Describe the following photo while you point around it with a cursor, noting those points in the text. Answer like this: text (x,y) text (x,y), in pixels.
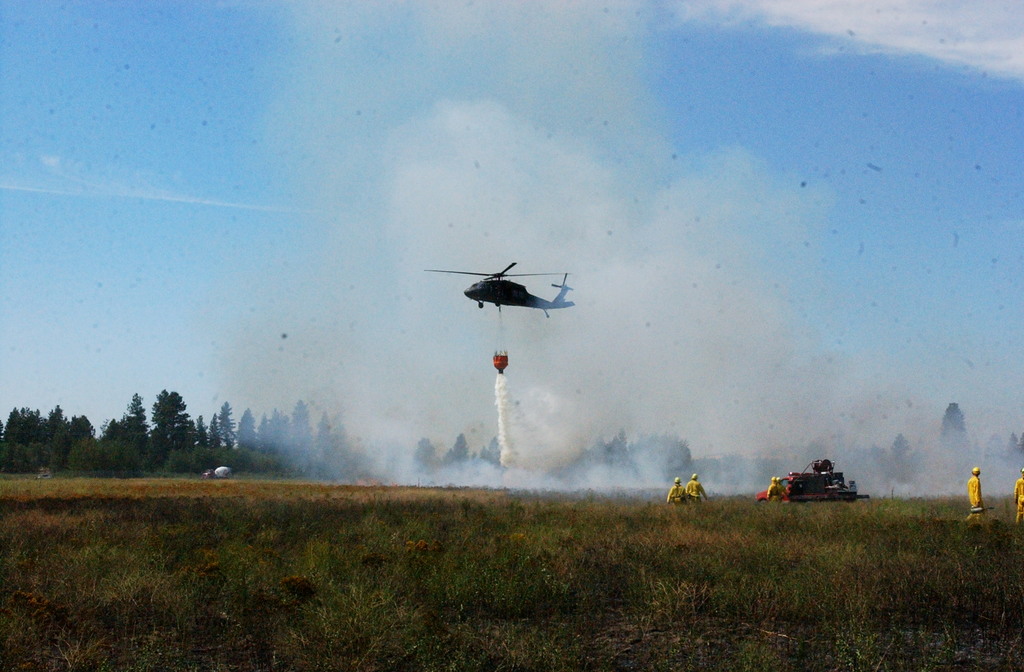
In this image, we can see some trees (202,466) and plants (556,566). There is a helicopter (532,305) in the middle of the image (487,288). There are some persons (677,497) on the right side of the image (1020,480) wearing clothes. There is a sky (328,135) at the top of the image (531,35).
